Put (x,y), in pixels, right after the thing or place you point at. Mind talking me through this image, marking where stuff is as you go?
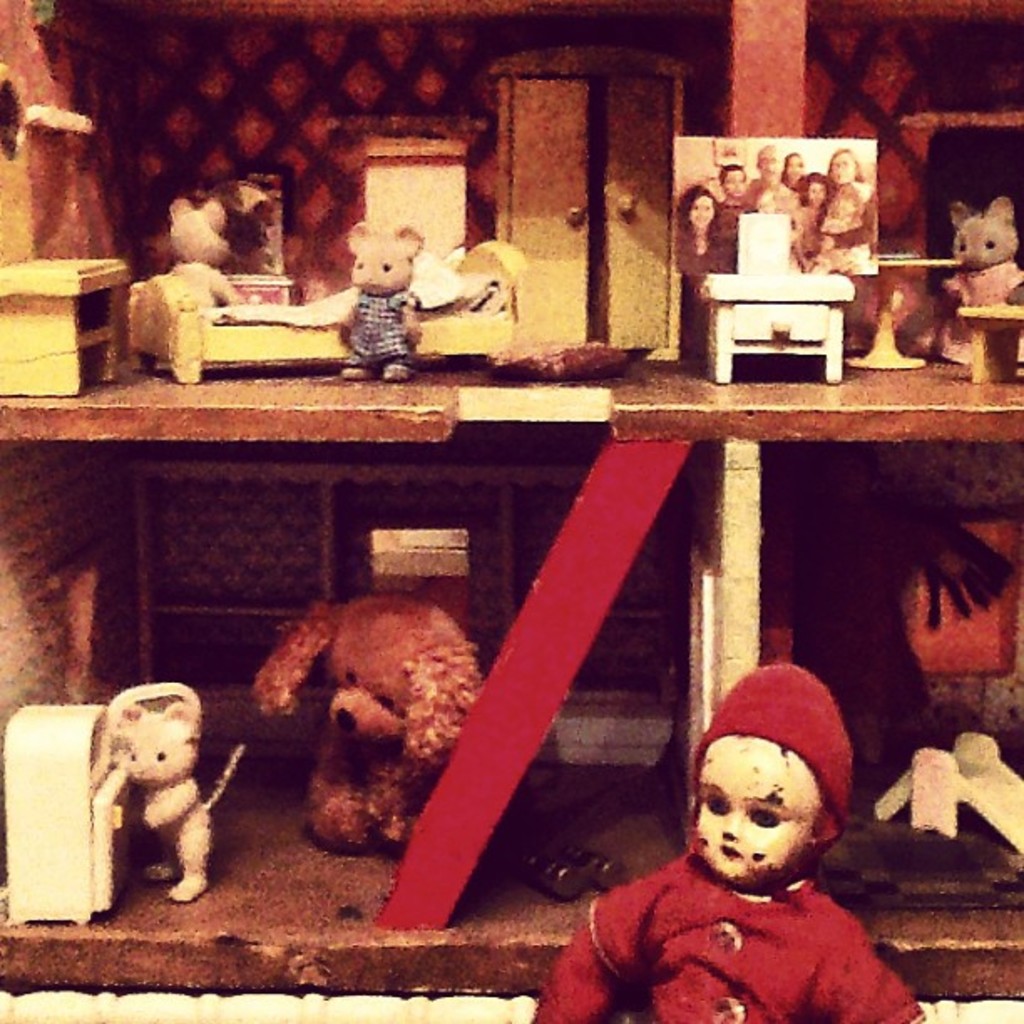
In this image I see the shelves (96,426) on which there are soft toys (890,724) and I see a doll (568,994) over here and I can also see a picture (759,205) in which there are few persons (780,189) and I see few more things (524,244) over here.
